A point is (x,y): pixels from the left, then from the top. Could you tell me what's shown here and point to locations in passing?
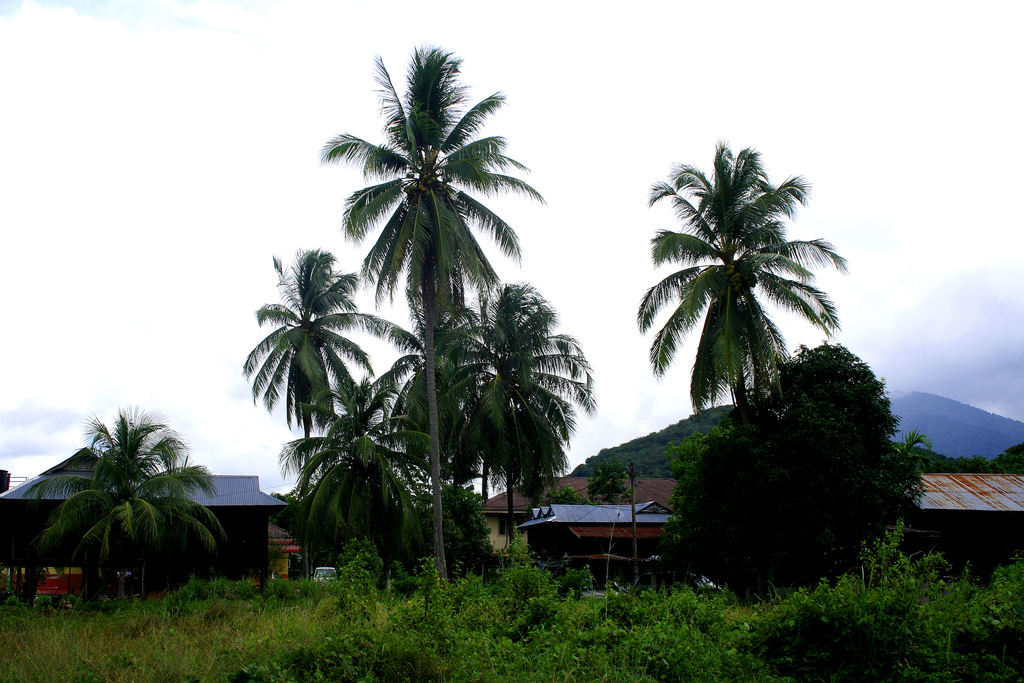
In this image we can see few hills (973,422) and houses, There are many trees (557,423) and plants (460,640) in the image. There is a vehicle (330,578) in the image. There is a cloudy sky (942,234) in the image.
